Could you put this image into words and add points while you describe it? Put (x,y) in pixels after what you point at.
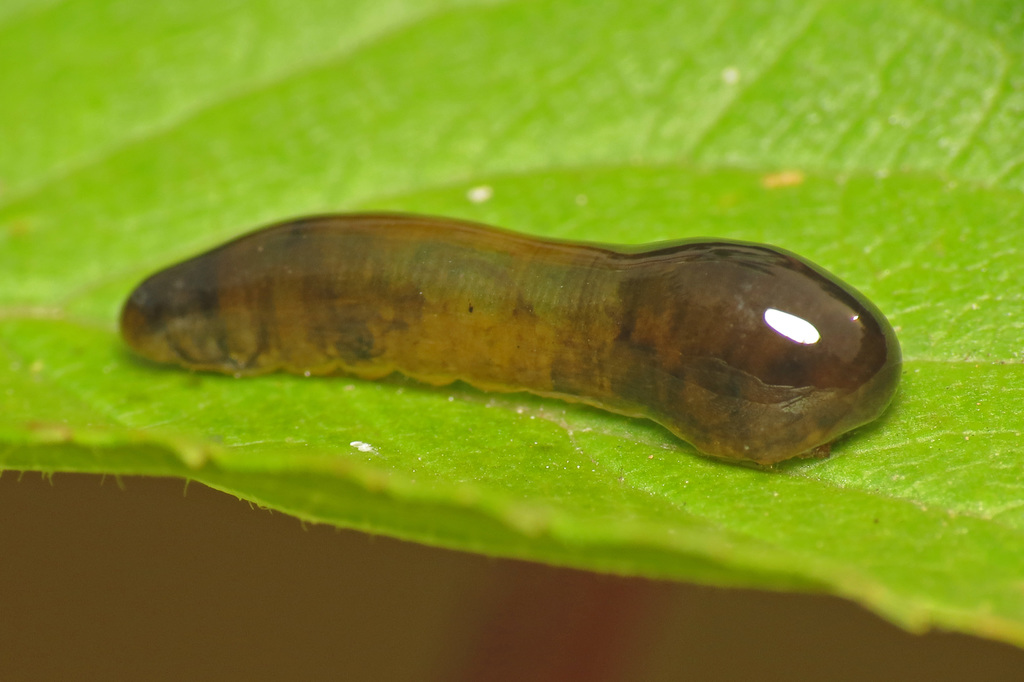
In this image there is a worm (433,299) on the green leaf (175,210).
